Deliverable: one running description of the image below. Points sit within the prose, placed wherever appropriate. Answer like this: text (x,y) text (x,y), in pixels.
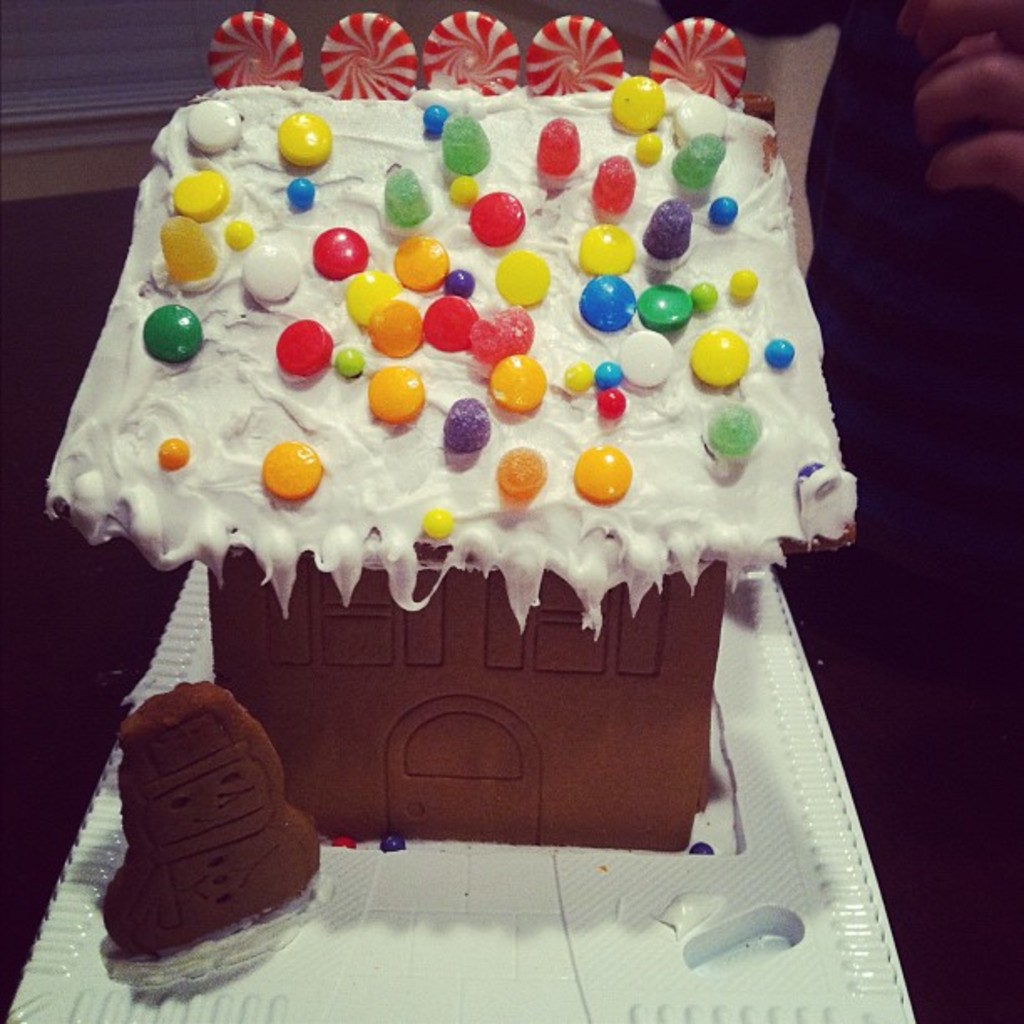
In this picture I can see there is a gingerbread house (426,628) and there is cream (407,165), candies (417,242) and it is placed on a white surface (463,1007).
